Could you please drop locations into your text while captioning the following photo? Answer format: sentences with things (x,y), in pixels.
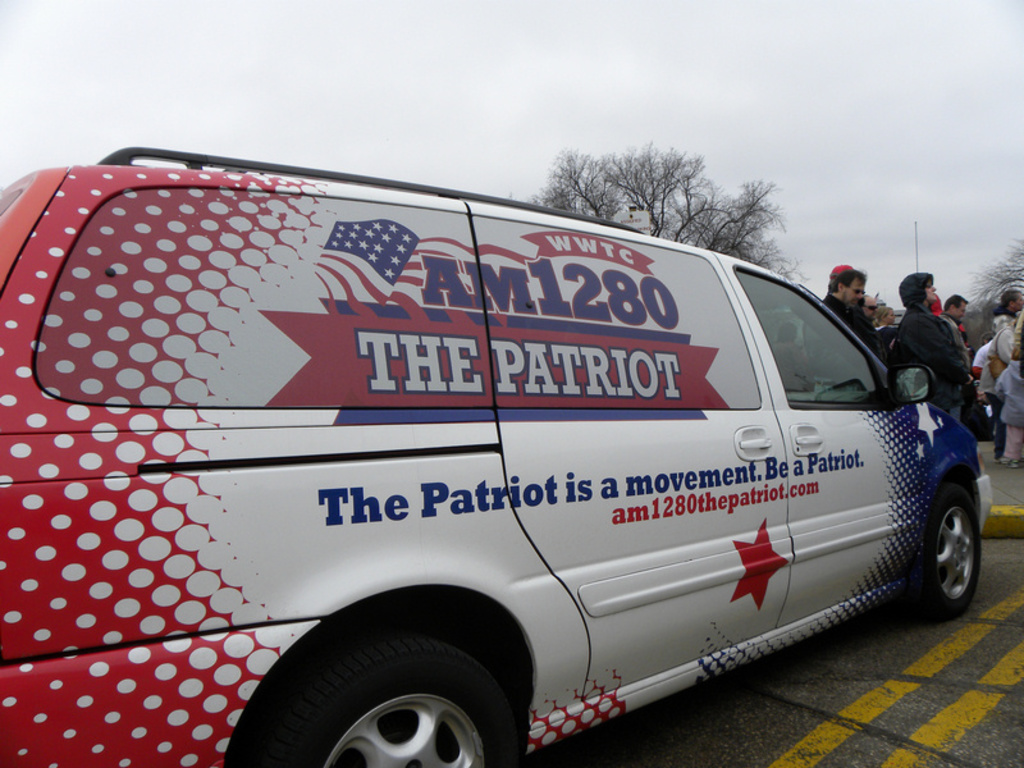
In this picture I can see a van (611,375) in front (538,343) and on it I see something is written. On the right side of this picture (850,306) I can see few people (832,297). In the background (955,42) I can see the trees (993,302) and the cloudy sky (992,81).
